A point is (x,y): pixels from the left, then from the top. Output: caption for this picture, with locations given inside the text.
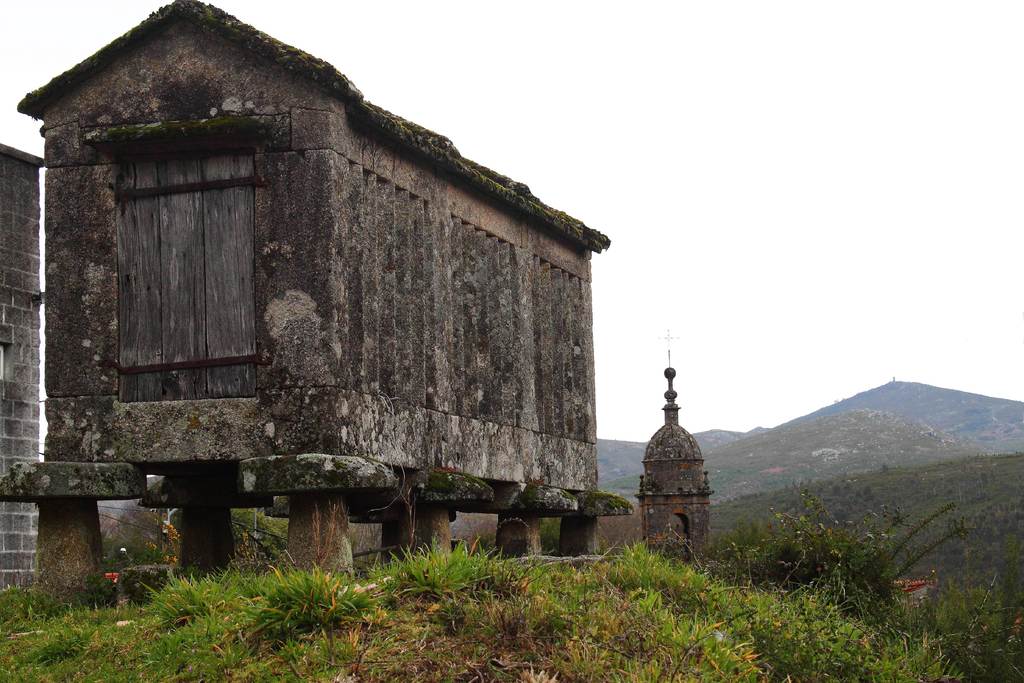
In this image in the front (407,591) there are plants (482,607) on the ground (490,604) and in the center (670,438) there is a tower (674,465) and there are mountains (916,414) in the background (865,435). On the left side (250,383) there is a barrack (332,411) and there is a wall (7,320).
